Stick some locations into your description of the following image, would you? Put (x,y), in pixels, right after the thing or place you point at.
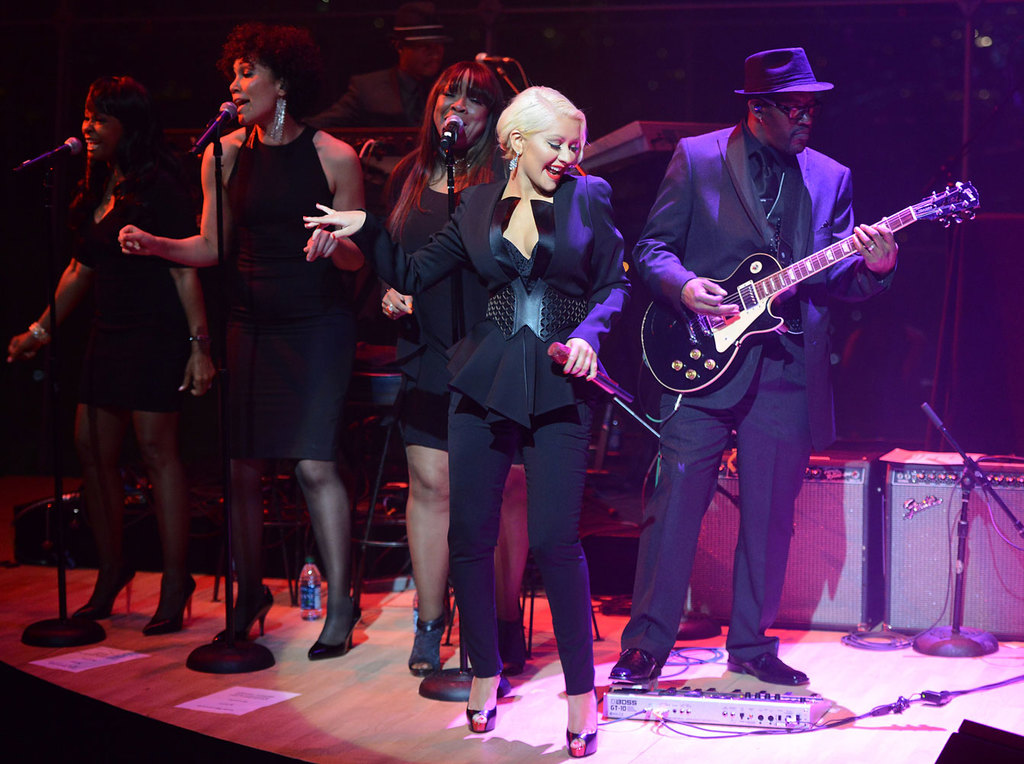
In the image we can see there are people (881,230) who are standing on stage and a man (833,299) is holding guitar (676,371) in his hand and a woman (578,350) is holding mic (620,395) in her hand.
